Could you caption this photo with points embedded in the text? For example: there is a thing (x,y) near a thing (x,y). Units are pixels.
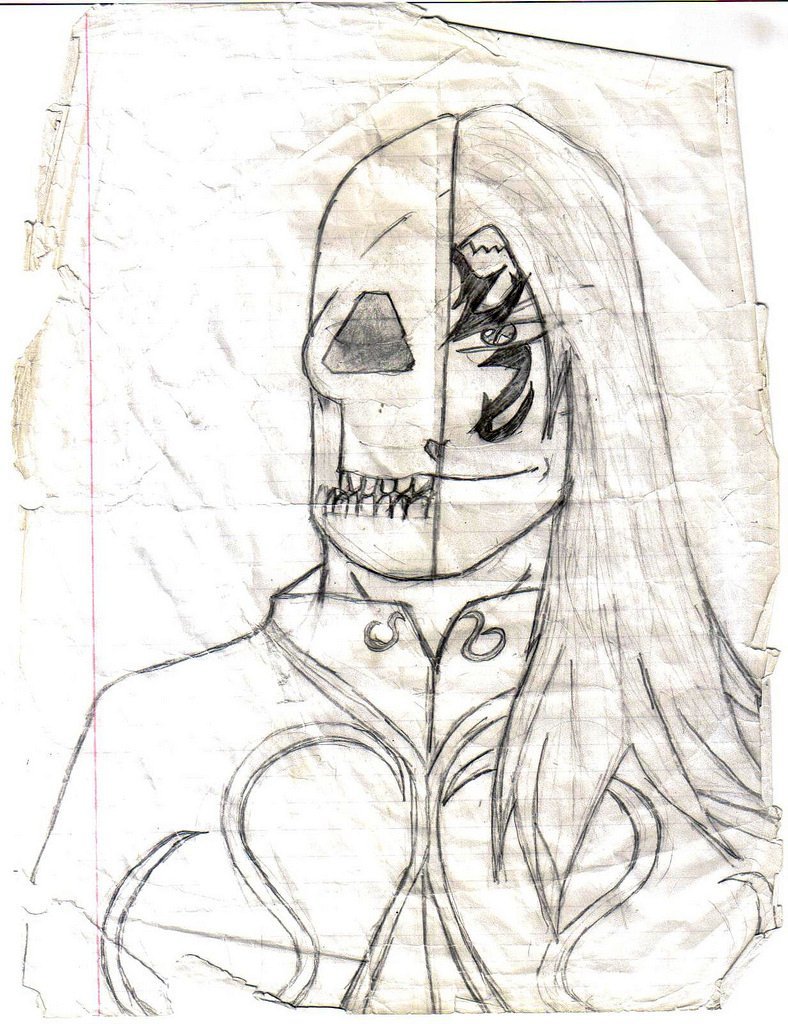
In the image there is a drawing (256,618). In the drawing (516,911) there is a face (437,291), half side of the face (437,313) is skull (415,382) and another half side of the face (514,378) there is a human face (510,385) with scars (472,288) and also there is a long hair (592,592).
